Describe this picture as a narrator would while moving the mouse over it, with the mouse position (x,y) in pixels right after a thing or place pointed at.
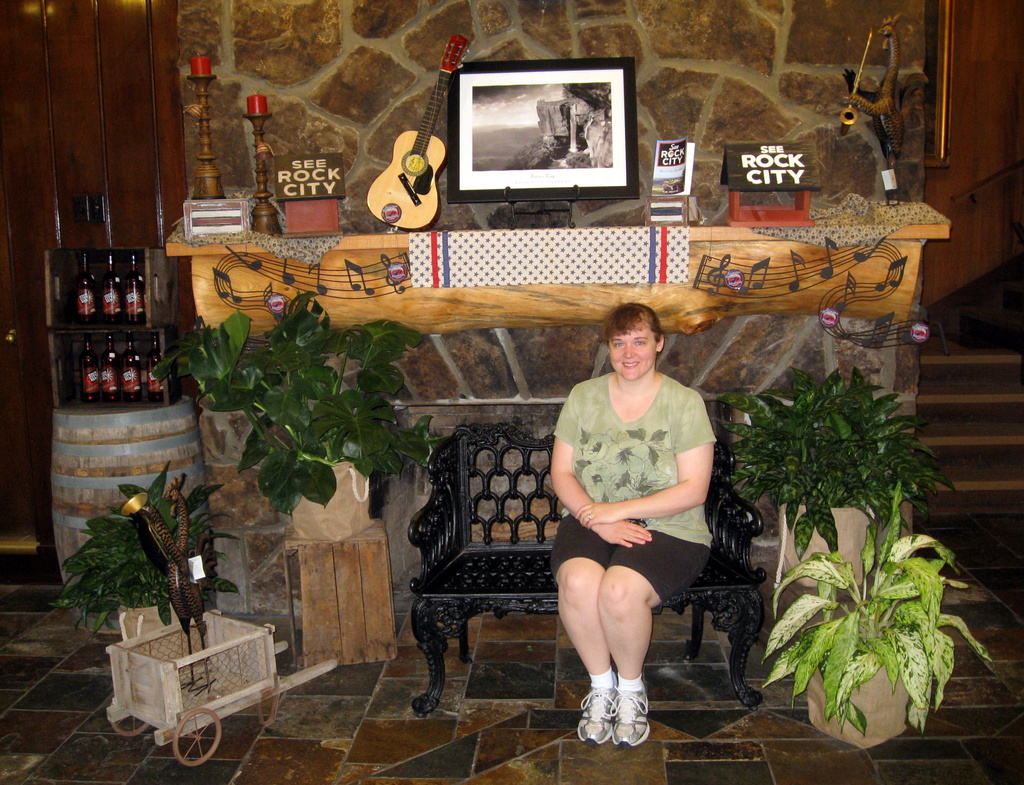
In the middle (575,470) a woman (654,577) is sitting on the black color sofa (695,597), she wore t-shirt (616,479), short (679,543). There are plants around her, at the top (614,162) there is a photo frame (608,175) and a guitar (433,205). On the left side (107,315) there are bottles (127,373).
